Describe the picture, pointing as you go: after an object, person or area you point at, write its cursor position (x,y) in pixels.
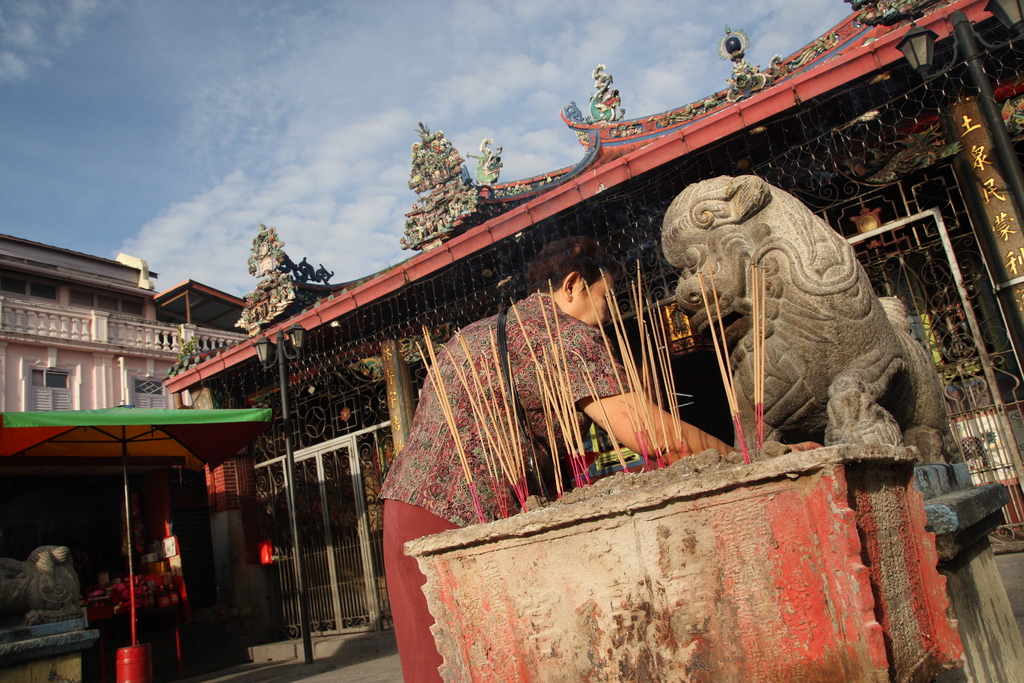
In this picture I can see sculptures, there is a person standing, there are incense sticks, this is looking like a temple (325,561), there is a house (13,320), there is an umbrella (207,418), there is a shop (107,569) with some items (174,540), and in the background (290,152) there is sky (251,150).
